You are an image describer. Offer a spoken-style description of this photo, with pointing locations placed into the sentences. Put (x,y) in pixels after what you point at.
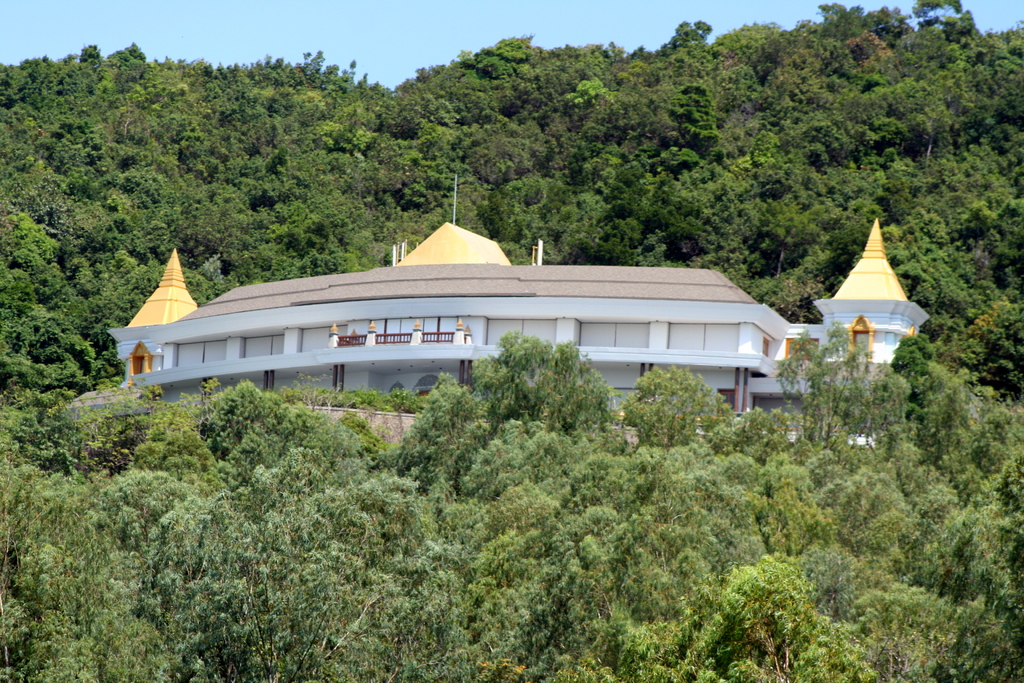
At the center of the image (490,309) there is a building (288,367), around the building (622,385) there are trees (626,187). In the background (403,48) there is the sky (482,44).
